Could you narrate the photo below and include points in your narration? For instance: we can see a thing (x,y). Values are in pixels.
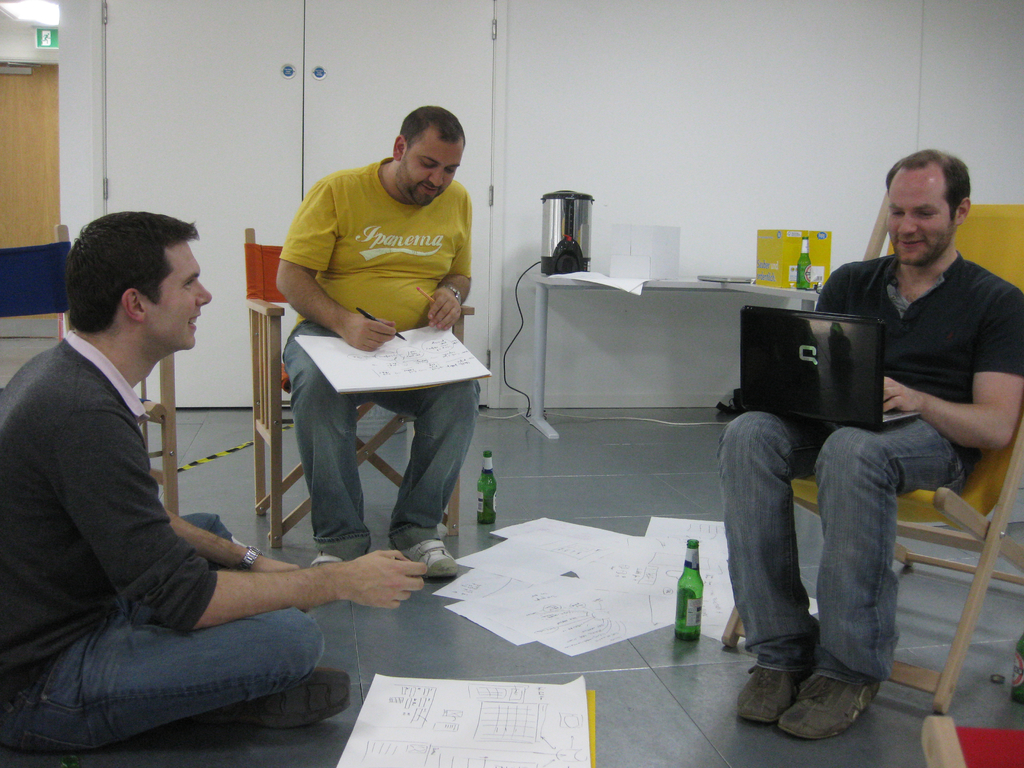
In this picture I can see a person (223,591) sitting on the floor (339,635), there are papers (620,563), bottles (486,519), and some other items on the floor (983,691), there are two persons (1013,415) sitting on the chairs (1019,579), a person (429,313) holding pens (359,309), another person (879,312) operating a laptop (775,324), there are papers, bottle (806,267), a machine (586,228) and some other items (665,262) on the table (604,274), there are chairs (29,272), doors (483,180), light (25,20) and a board (50,39).
